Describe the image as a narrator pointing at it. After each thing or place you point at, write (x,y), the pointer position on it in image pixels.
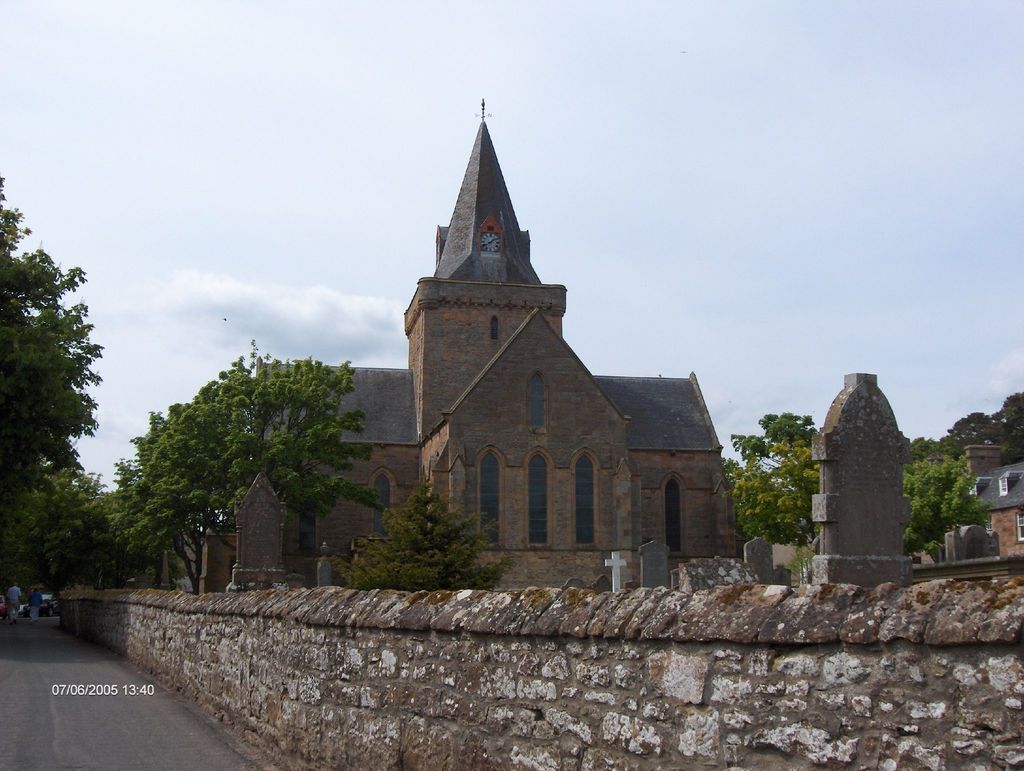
In this picture we can observe a building (465,419). In front of the building (552,492) there is a white color cross (613,570). We can observe stone wall (312,682). There is a road (73,665) on the left side (29,687). In the background (164,431) there are trees (802,471) and a sky (353,192).
